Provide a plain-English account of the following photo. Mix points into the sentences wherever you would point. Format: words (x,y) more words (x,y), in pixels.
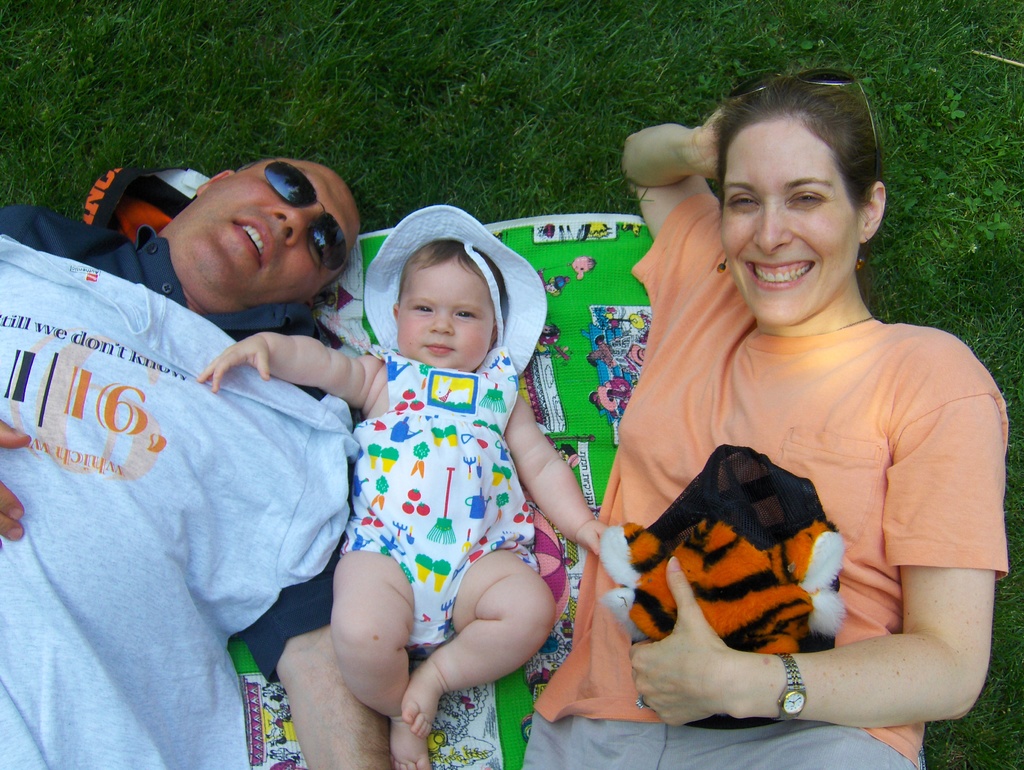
In this image, we can see two people (861,608) and baby (446,579) are laying on a mat (612,340). Woman (707,305) and baby (505,336) are seeing and smiling. Woman (754,243) is holding some toy (743,633). Left side of the image (190,337), a man (208,278) is wearing glasses (311,226). Top of the image (413,77), we can see a grass (418,101).
